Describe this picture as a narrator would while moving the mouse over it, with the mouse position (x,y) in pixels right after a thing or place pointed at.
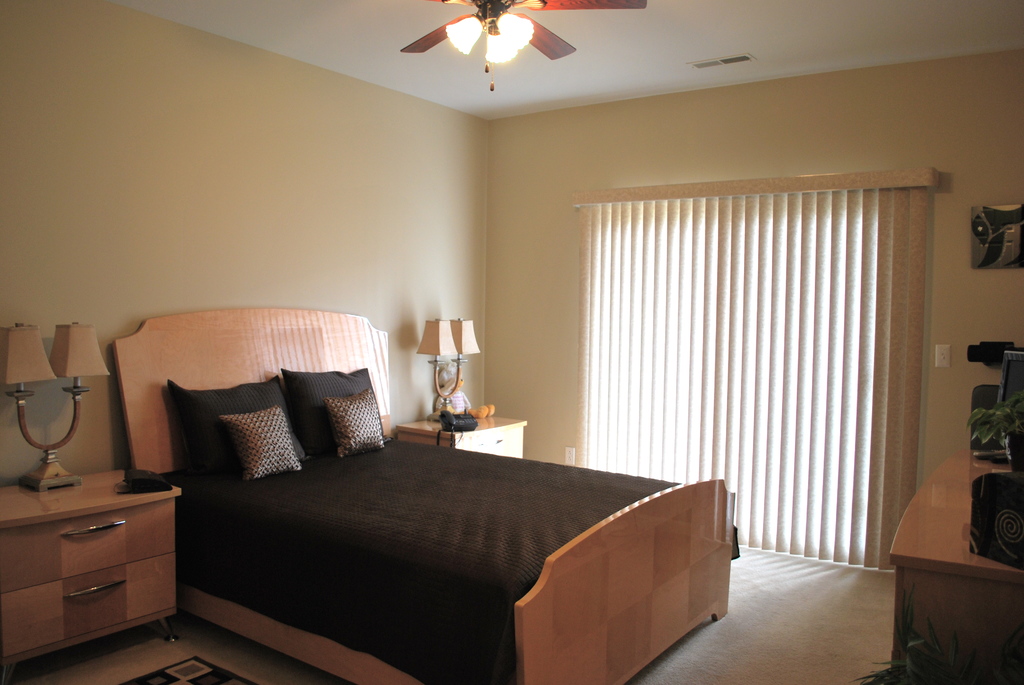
In this image I can see bed (429,466), pillows (351,432), lamps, toy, landline-phone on the cupboard (508,433). I can see curtain (661,316) and wall (632,178). I can see few objects (989,488) on the table (990,562). Top I can see lights (497,48).
